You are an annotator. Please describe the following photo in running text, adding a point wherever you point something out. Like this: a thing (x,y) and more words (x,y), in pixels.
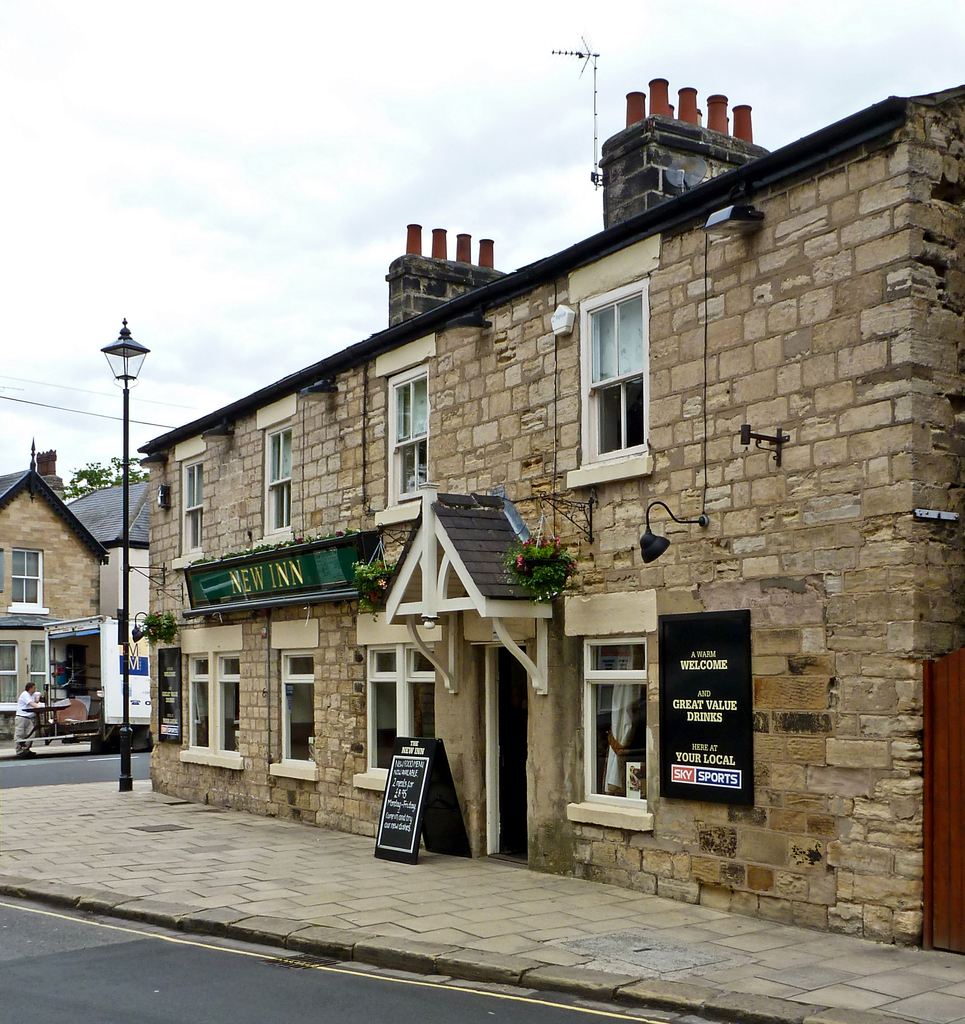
In this image I see number of buildings (322,494) and I see few plants (555,543) and I see a light pole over here and I see the wires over here and I see the road (320,1018). I can also see a vehicle (89,651) over here and I see a person (20,727) near to it and I see something is written on these boards (660,719). In the background (15,133) I see the sky (613,112).
